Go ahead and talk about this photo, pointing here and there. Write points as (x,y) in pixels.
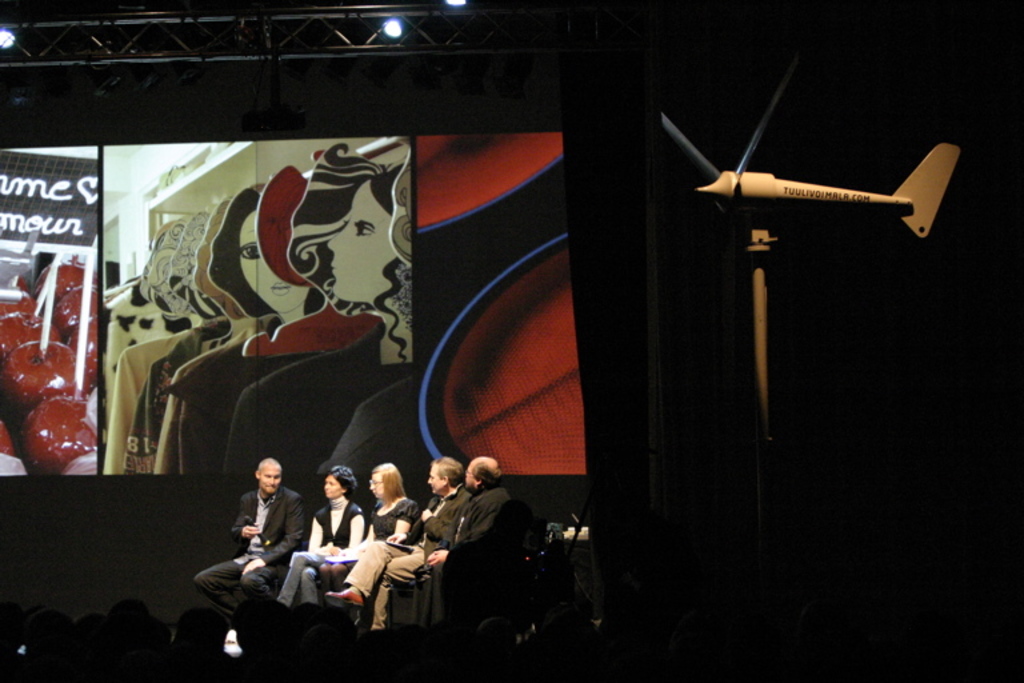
In this image, in the middle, we can see a group of people (376,527) sitting on the chair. On the right side (922,217), we can see a wind turbine (905,220). In the background (515,179), we can see a screen (290,300), at the bottom (655,565), we can see black color. At the top (143,55), we can see roof (24,9) with few lights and metal instrument (246,51).
